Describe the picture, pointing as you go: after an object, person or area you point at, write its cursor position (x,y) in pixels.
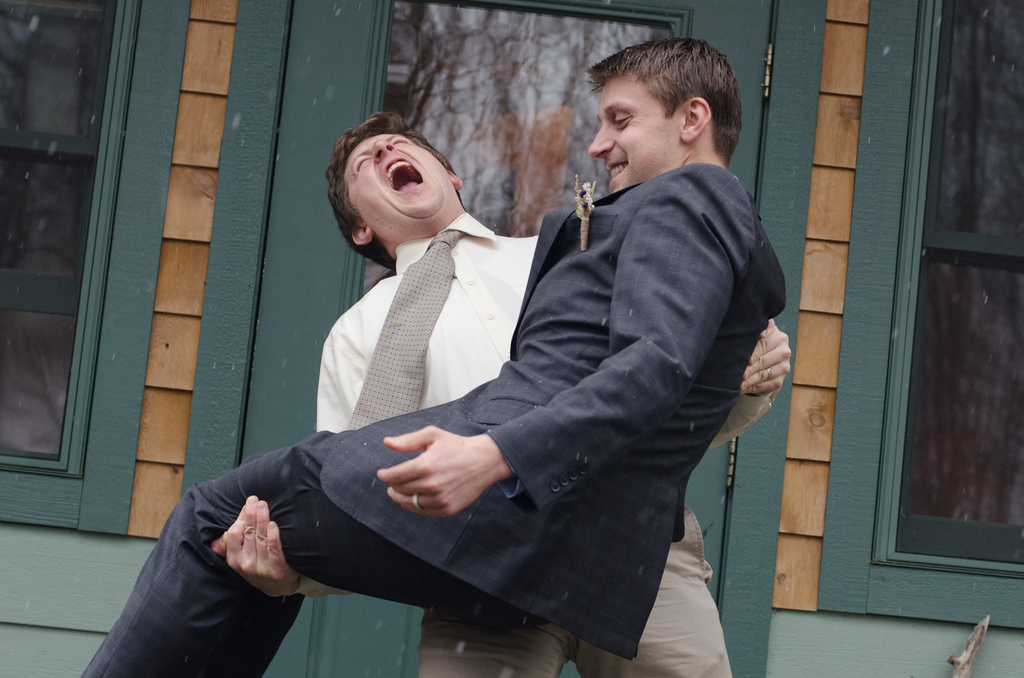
In this image there is a man (483,349) lifting another man (484,518), in the background (863,577) there is a house (909,282).
